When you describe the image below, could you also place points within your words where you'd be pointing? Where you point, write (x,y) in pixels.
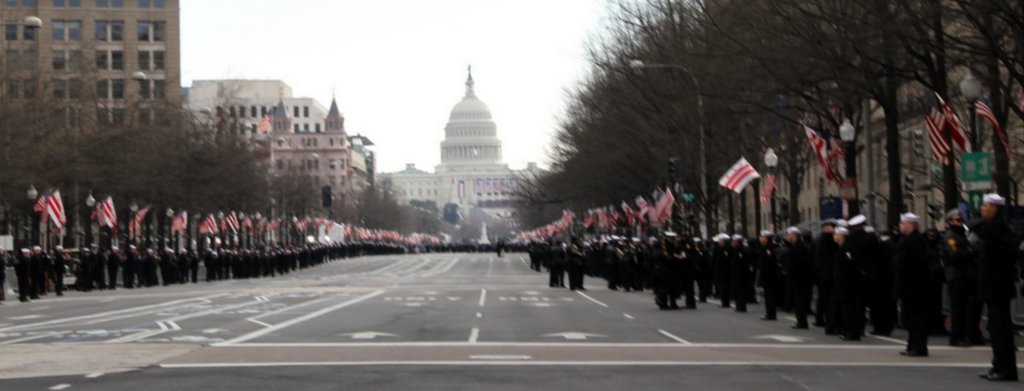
This is the picture of a road (625,315). In this image there are group of people (770,241) standing on the road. At the back (23,66) there are buildings (66,67), trees (777,59) and poles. At the top (476,63) there is sky (379,38). At the bottom (454,321) there is a road (487,347).
